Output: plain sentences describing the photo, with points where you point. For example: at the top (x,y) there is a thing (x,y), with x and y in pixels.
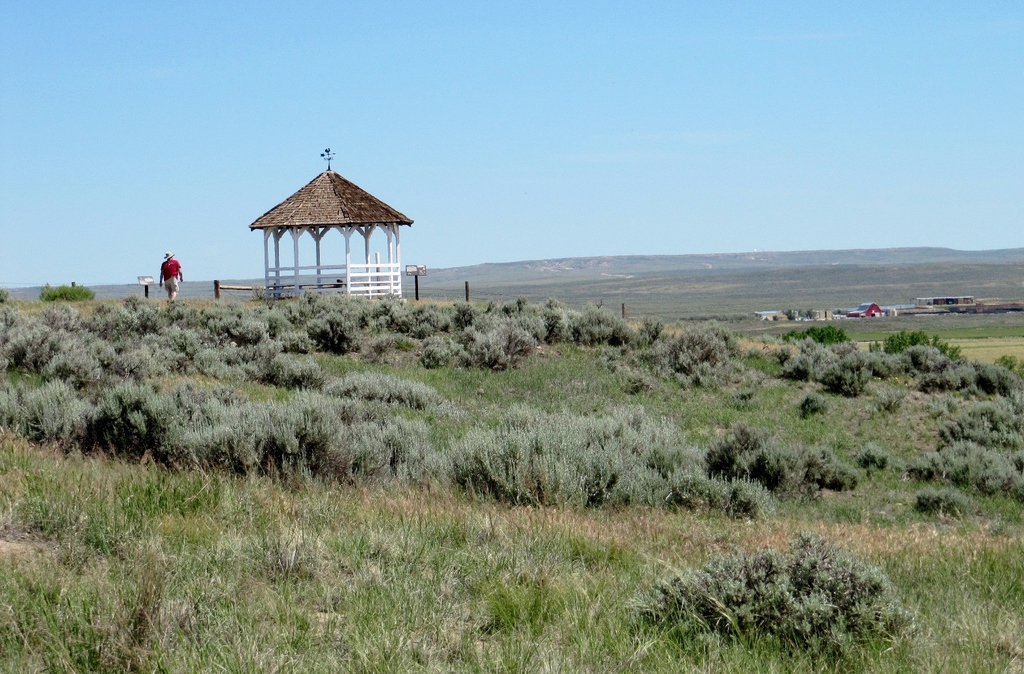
In this image I can see the grass (434,524). On the left side (178,264) I can see a person (171,284) and a hut (319,286). In the background (761,210), I can see the sky (587,169).
